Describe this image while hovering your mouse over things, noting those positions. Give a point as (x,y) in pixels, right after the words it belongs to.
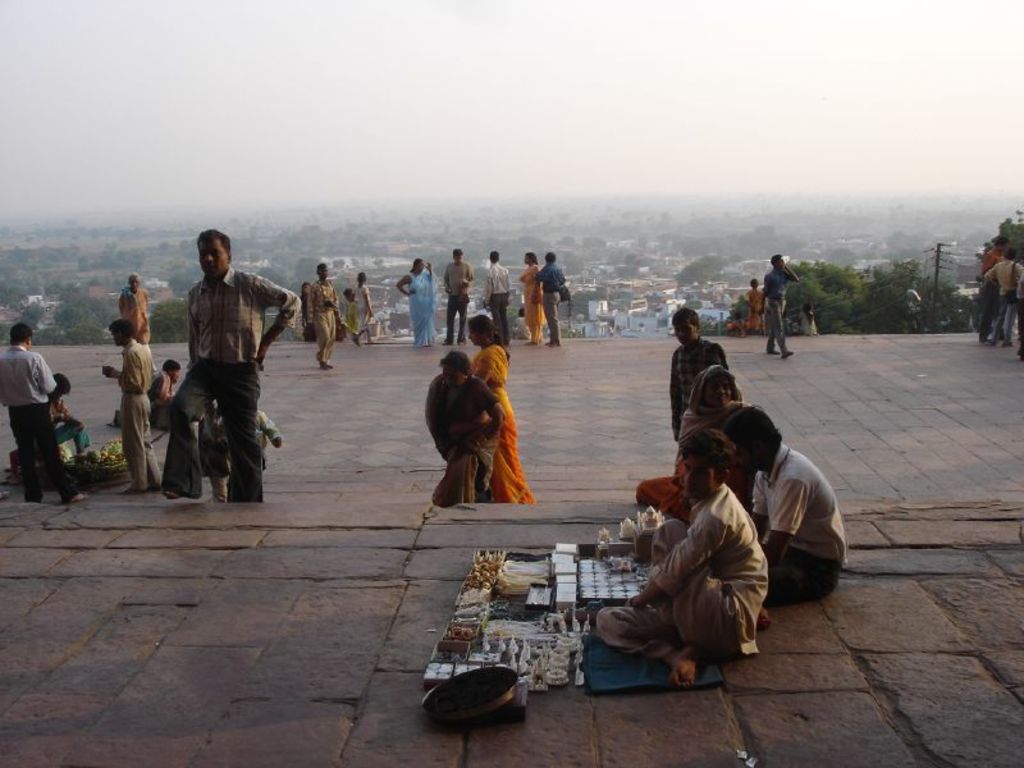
In the picture we can see a path (74,603) on the hill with full of tiles (330,721) on it and on it we can see some people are sitting and some people (780,322) are standing and one man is selling something is sitting on the path (671,691) and near the edge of the path (578,528) we can see some people (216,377) are standing, behind them we can see a pole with wires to it and behind it we can see some trees (819,291) and behind it we can see houses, trees (112,235) and behind it we can see a sky (641,182).
